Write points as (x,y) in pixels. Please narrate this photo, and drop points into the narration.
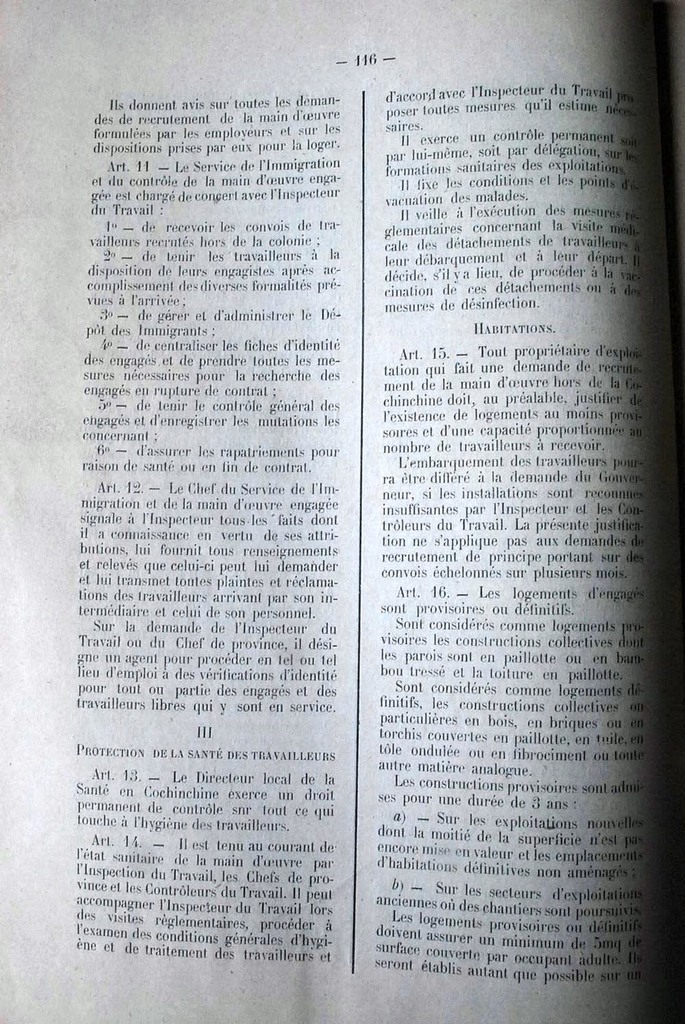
This is a page (169,91) of the book (124,94), in it we can see the text (447,427).
